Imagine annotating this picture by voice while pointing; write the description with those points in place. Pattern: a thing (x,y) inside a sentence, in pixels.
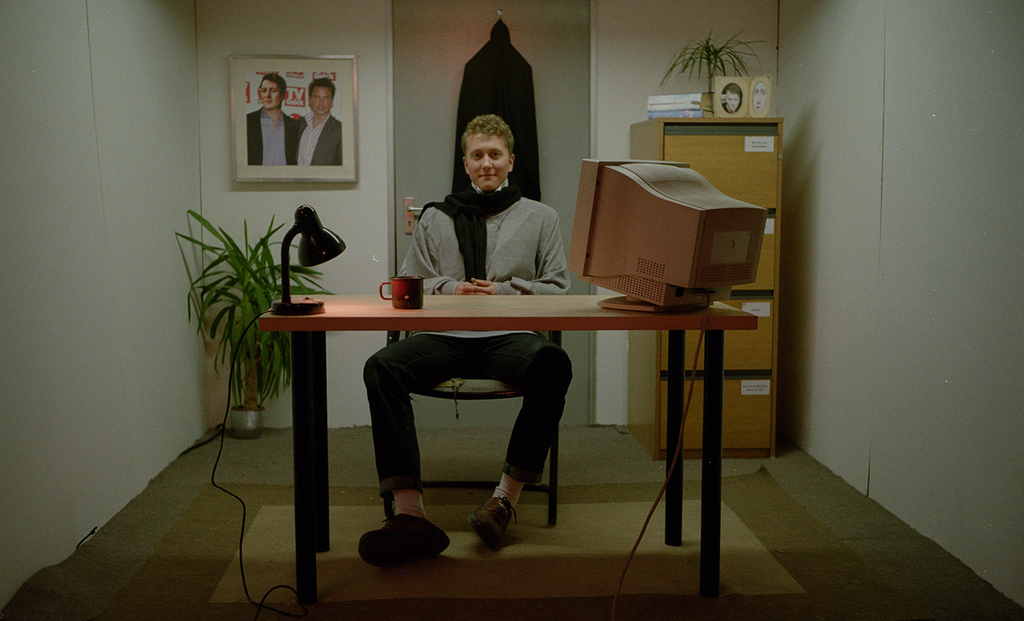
This picture shows a man (389,367) seated on the chair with a smile on his face (482,176) and we see a cup (395,287) a monitor (596,280) and a light (278,315) on the table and we see a photo frame (250,163) on the wall (219,49) and a couple of plants (722,46).
